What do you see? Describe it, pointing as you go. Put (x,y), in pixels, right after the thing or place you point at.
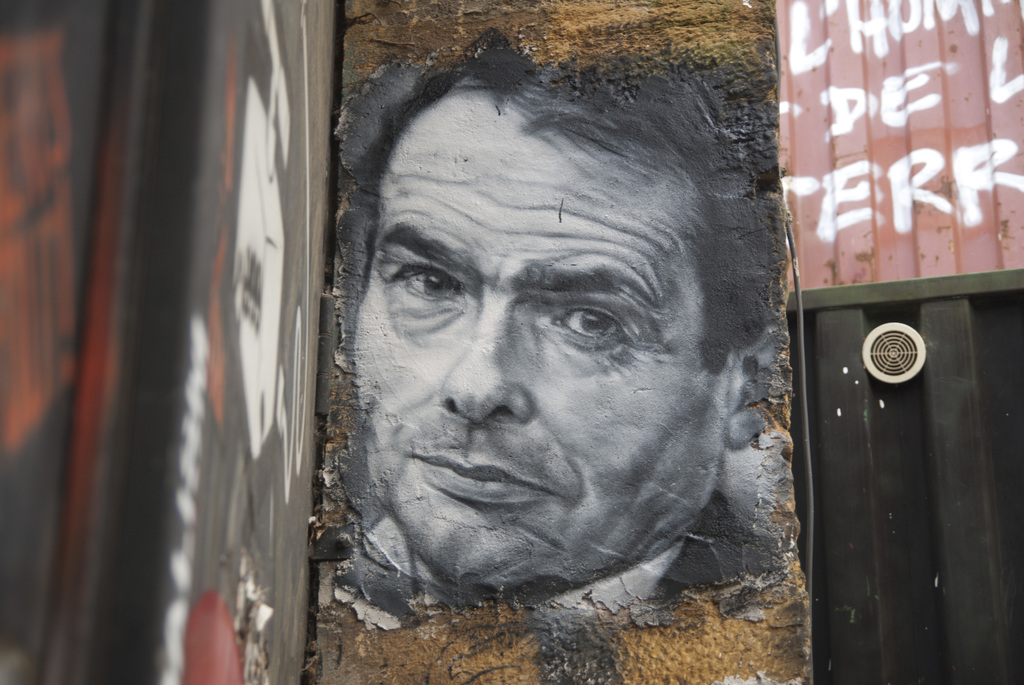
In this picture, there is a wall (444,625) on which is a painting (583,315) of a man (532,317). Towards the left (151,297) and right, there are walls (878,142) with paintings (212,315) and text (829,91).
